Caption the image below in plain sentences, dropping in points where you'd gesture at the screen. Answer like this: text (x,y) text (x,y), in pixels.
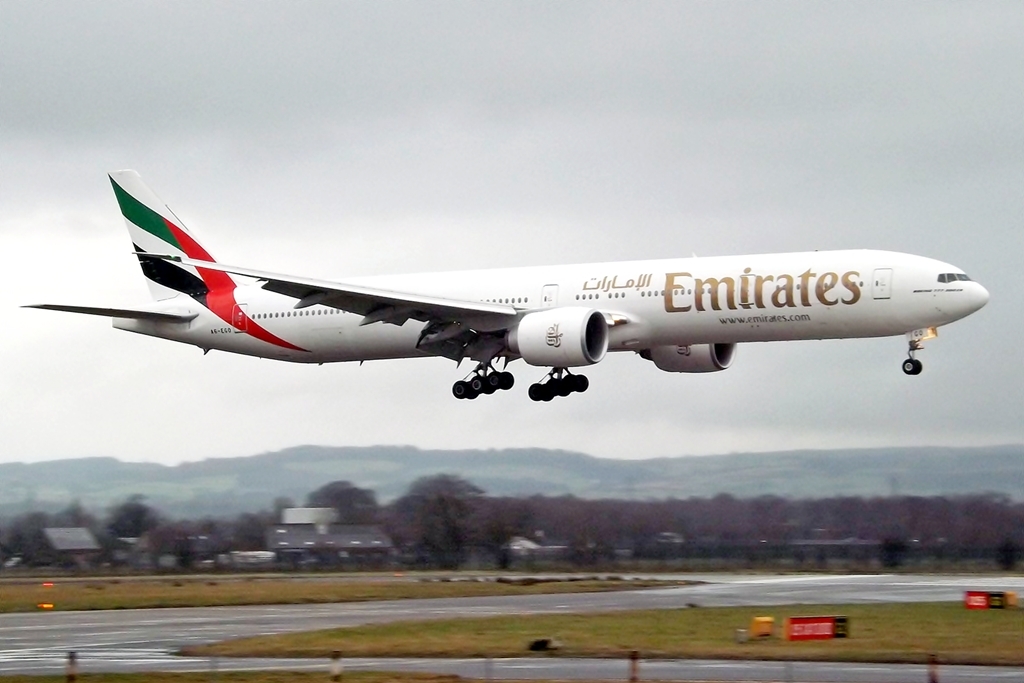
In this image we can see an aeroplane (810,330) in the air. At the bottom of the image (120,541) we can see road (889,664), grassy land (885,644), boards (824,619), buildings (297,541) and trees (813,516). The sky (568,186) is covered with clouds (655,105).
